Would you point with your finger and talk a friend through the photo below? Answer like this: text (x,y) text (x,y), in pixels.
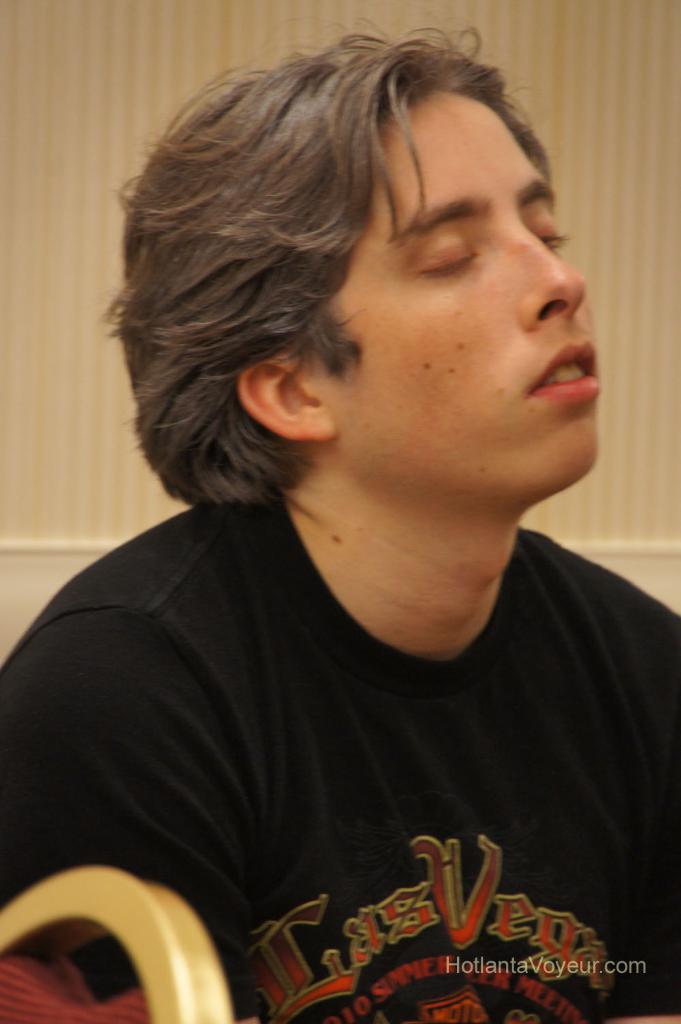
In this image there is a person (354,488). The person (423,531) is closing the eyes (463,261). Behind the person (400,299) there is a wall (194,44). In the bottom left (64,948) there is an edge (90,908) of a chair (54,953). In the bottom right (479,962) there is text (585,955) on the image.
